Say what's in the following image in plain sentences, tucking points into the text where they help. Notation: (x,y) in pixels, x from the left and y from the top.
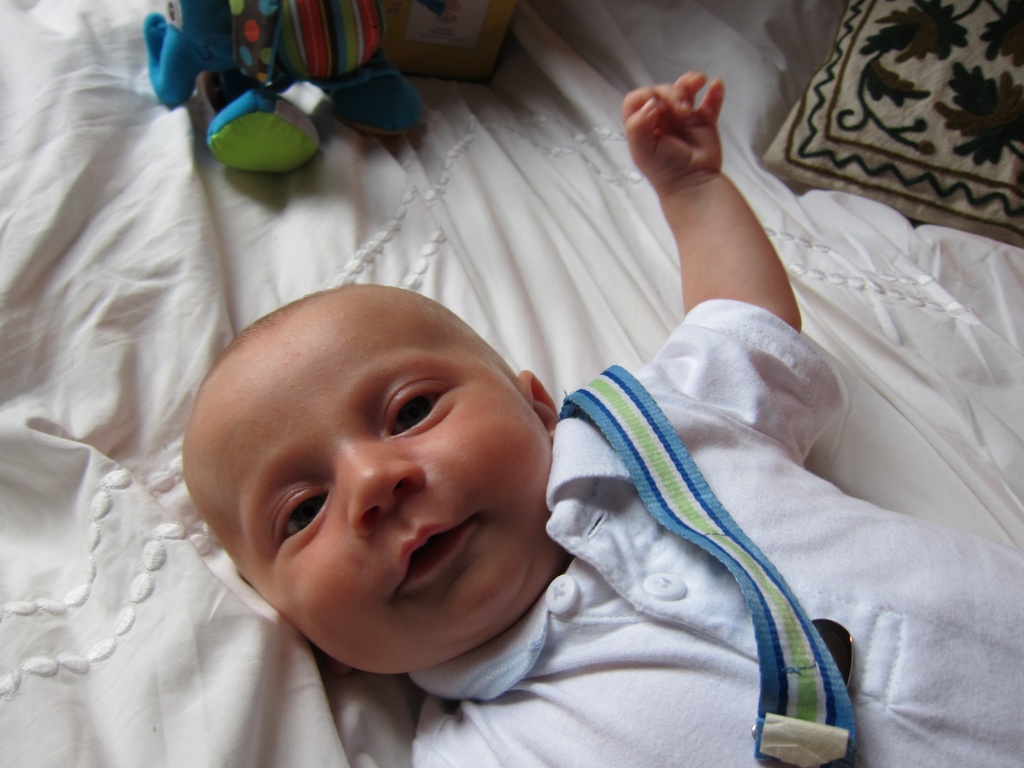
In this image I can see a white colour cloth (128,377) and on it I can see a baby (810,548) is lying. I can see this baby (698,639) is wearing white colour t shirt (689,589). On the top left side of this image (216,20) I can see a soft toy (293,59), an object (429,38) and on the right top side (800,132) I can see a cushion (815,119).
